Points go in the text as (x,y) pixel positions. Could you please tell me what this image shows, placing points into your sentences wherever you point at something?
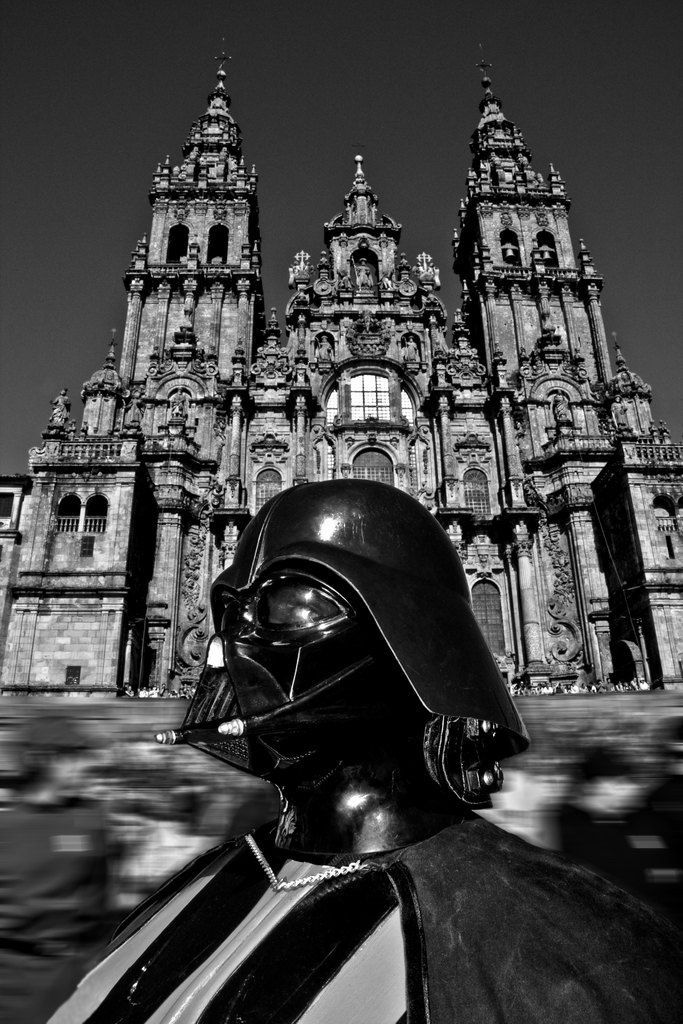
In this image I can see a black colour thing (302,847) in the front (423,774). In the background (99,428) I can see a building (324,301), the sky (407,254) and I can also see this image is black and white in colour.
